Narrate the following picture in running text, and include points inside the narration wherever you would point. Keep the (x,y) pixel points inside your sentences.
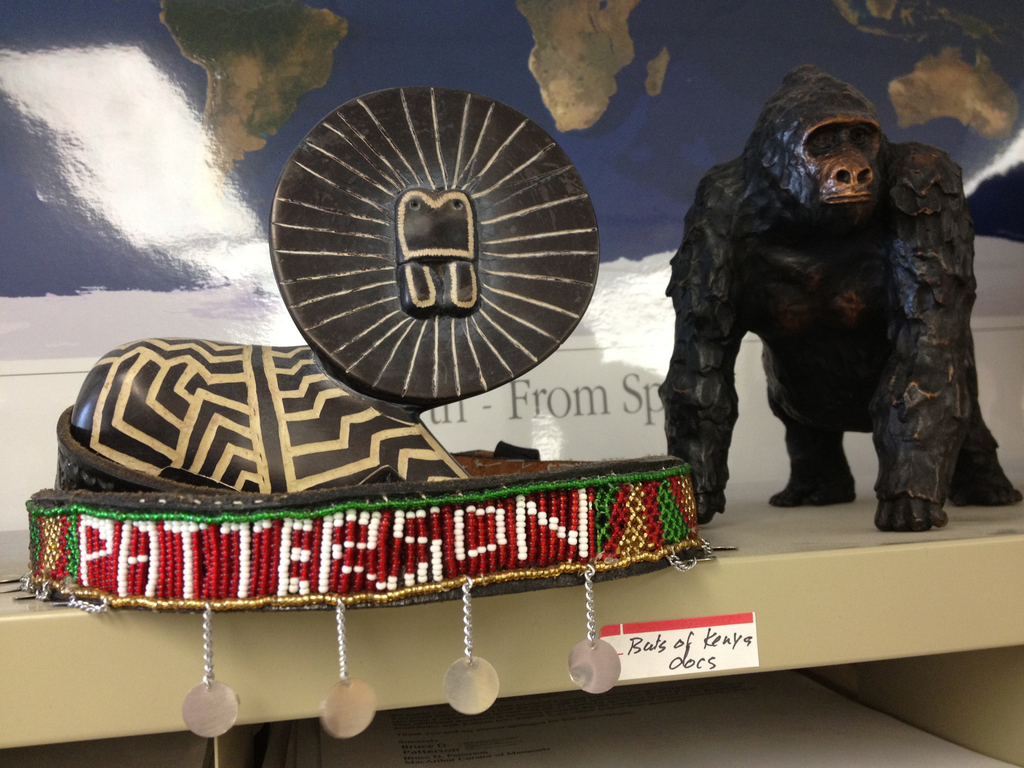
In the center of the image (410,386) there is a statue (273,455). On the right side of the image (886,371) we can see a monkey statue (838,350). In the background (864,80) there is a map (166,126).
